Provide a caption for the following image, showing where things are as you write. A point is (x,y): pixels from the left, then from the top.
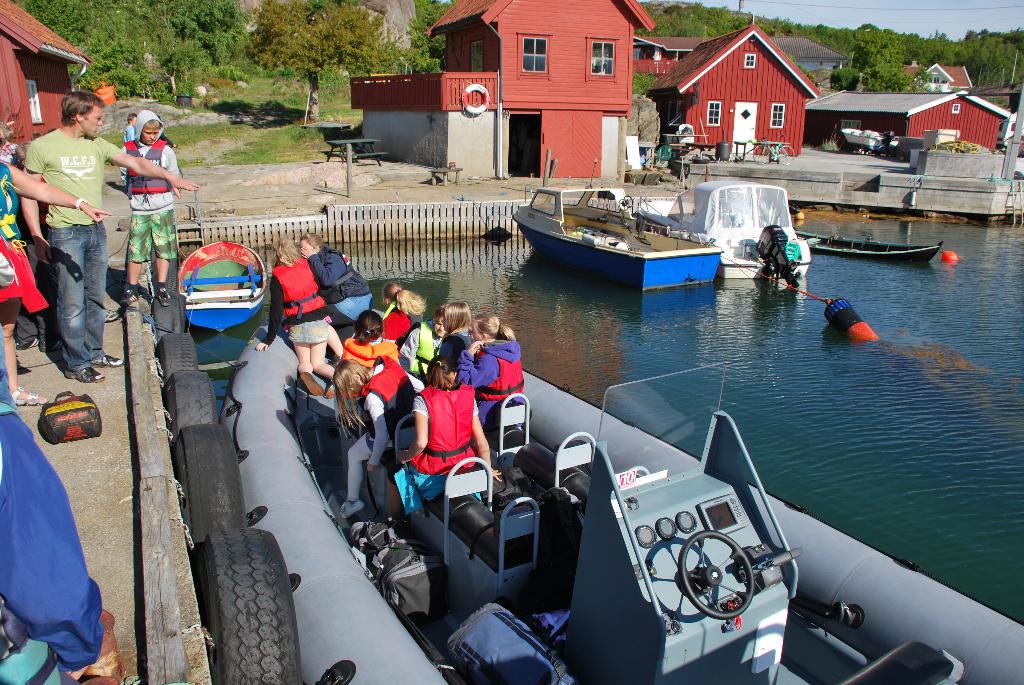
In this picture there are some girls (455,407), sitting in the boat (635,548). Behind there is a wheels (695,596) in the boat (708,609). In the background (711,95) there are some red color shade houses (481,127) and fencing grill (429,212). In the background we can see some trees (305,65).
